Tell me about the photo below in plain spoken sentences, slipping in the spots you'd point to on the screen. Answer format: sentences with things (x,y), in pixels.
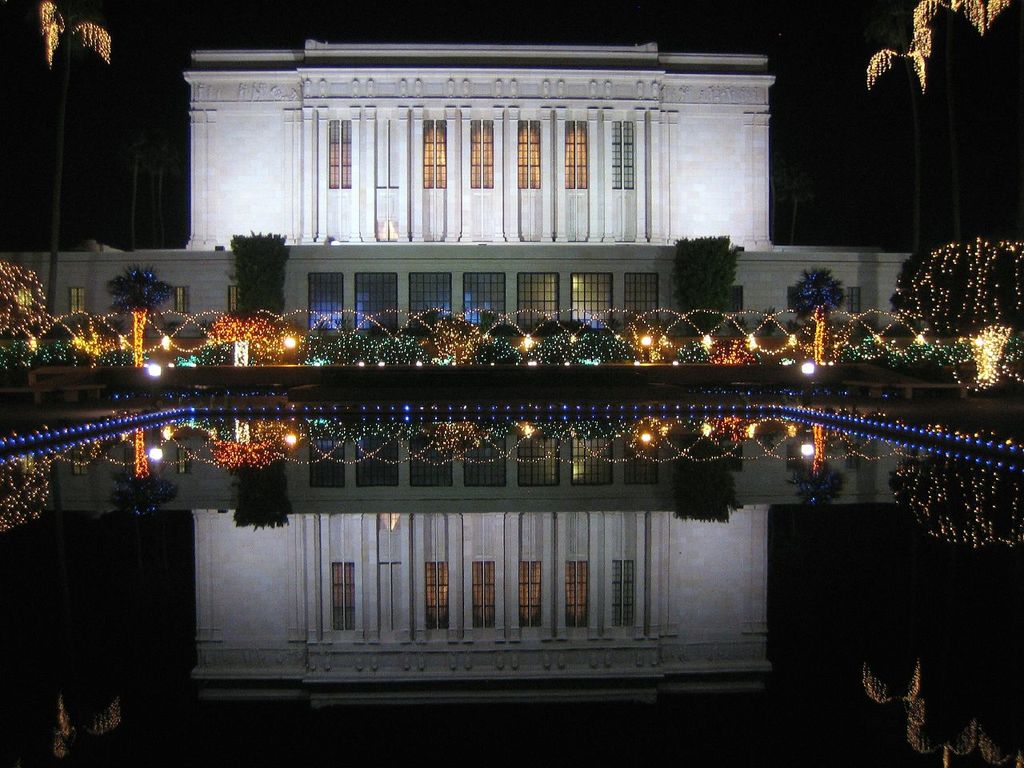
In this picture we can see a building (532,178) in the background (518,168), at the bottom (559,586) there is water (578,561), we can see some lights (140,352) here, there are some plants (817,309) in the background (648,351).
